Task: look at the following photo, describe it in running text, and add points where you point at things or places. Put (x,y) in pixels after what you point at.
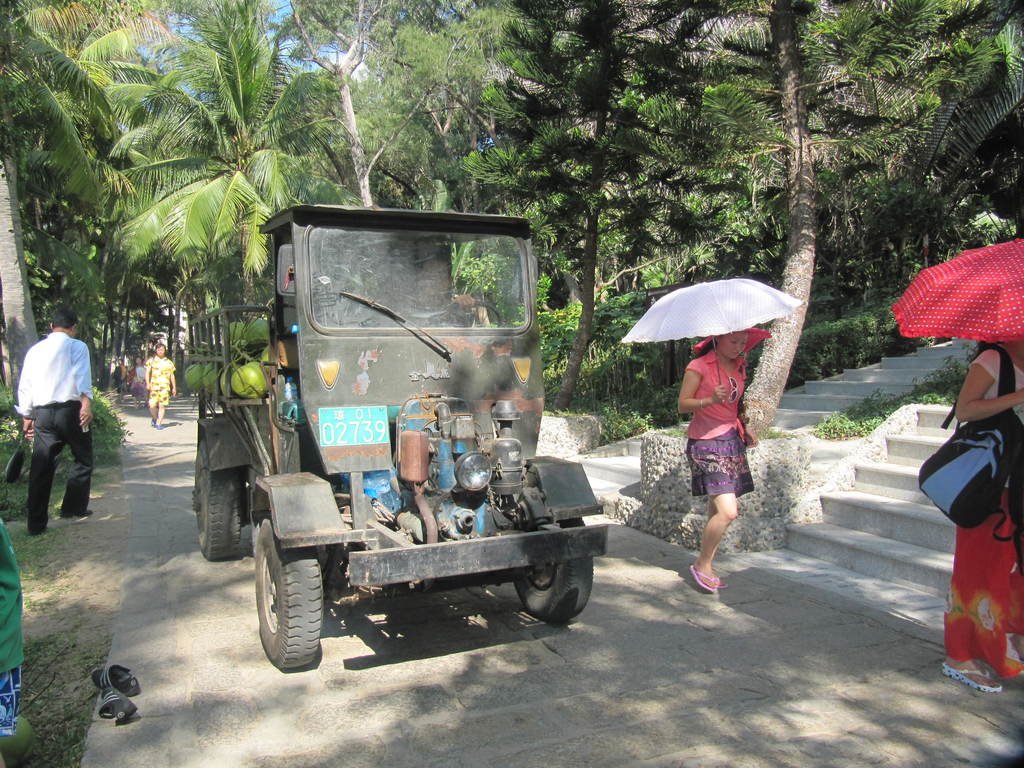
In this picture we can see a vehicle (437,519) here, on the right side (986,393) there are two women (1006,574) holding umbrellas (654,324), in the background (671,96) there are some trees (433,128) here, we can see stairs (807,382) here, on the left side (54,434) there is a person (65,424) walking here.
